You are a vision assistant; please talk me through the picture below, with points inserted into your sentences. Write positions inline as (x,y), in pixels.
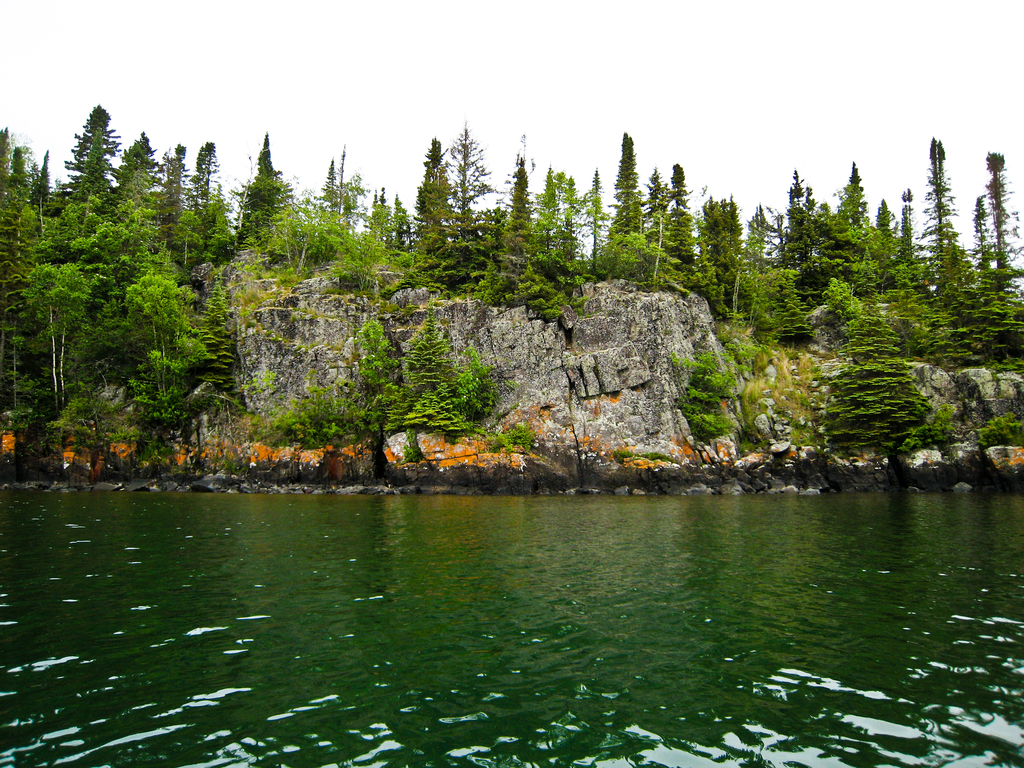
In this picture we can see water (562,625) and in the background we can see rocks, trees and the sky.
